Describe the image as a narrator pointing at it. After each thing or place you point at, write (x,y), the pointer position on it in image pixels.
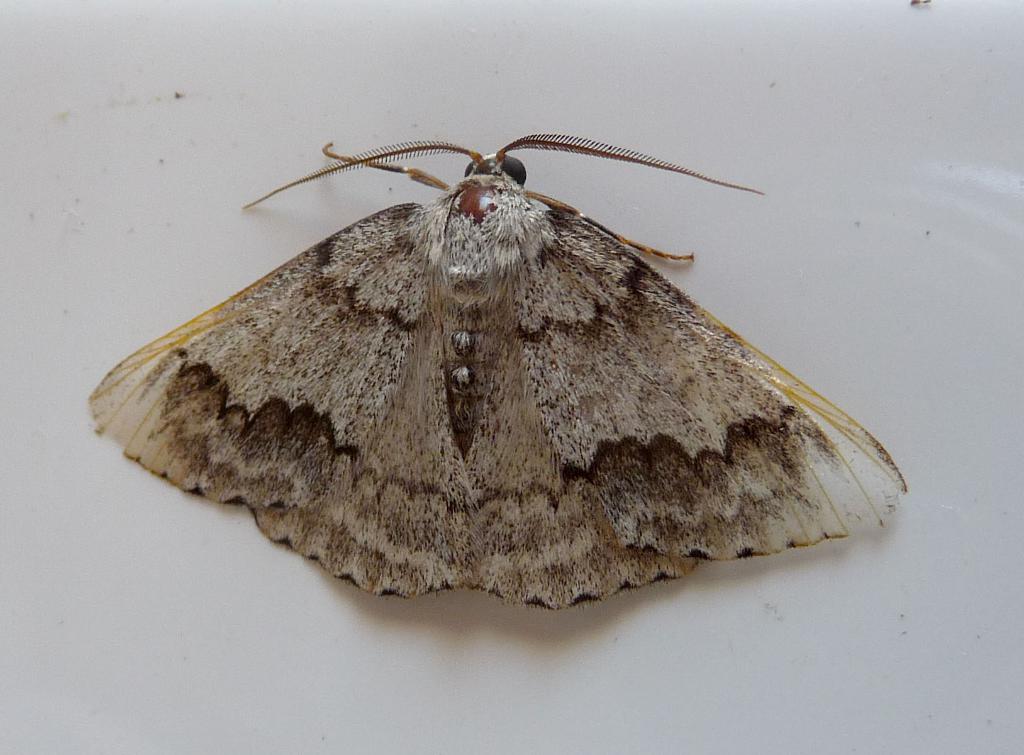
In this image, we can see brown house moth (462,456) on the white surface (879,307).
